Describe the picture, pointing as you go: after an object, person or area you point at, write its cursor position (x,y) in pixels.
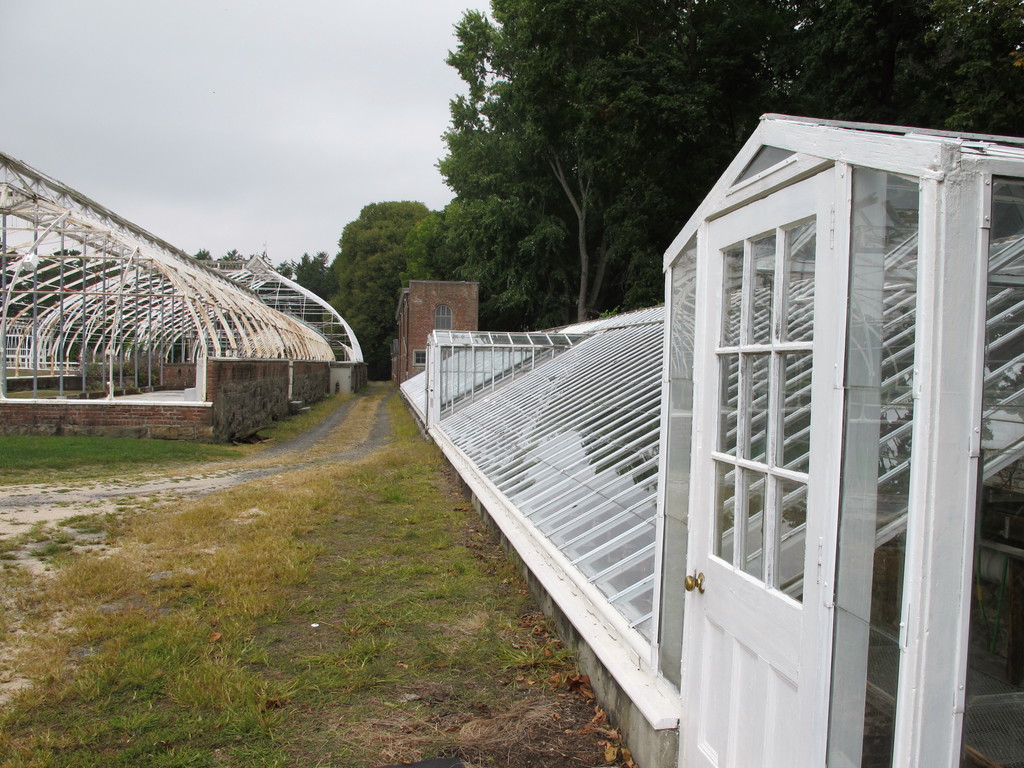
In this picture we can see the grass (245,507), path (341,417), sheds (591,534), building (471,312), trees (330,282) and in the background (259,131) we can see the sky (242,172).
